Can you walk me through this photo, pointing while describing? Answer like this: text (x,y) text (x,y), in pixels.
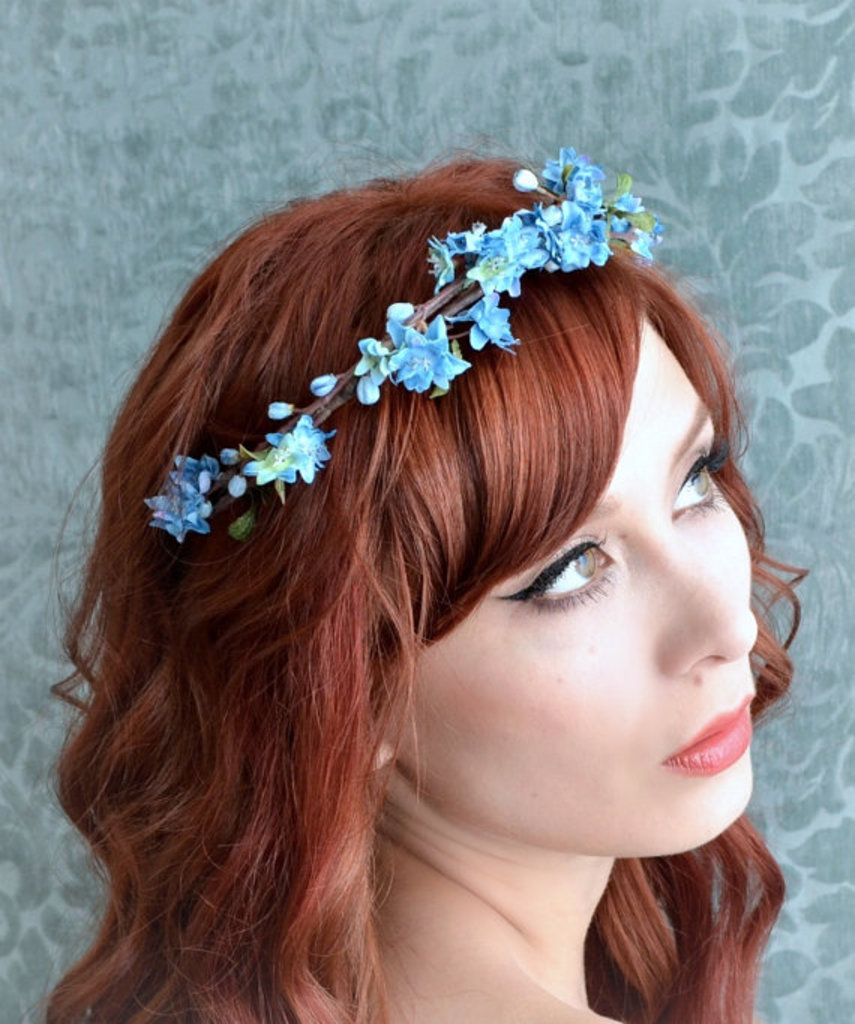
In this picture we can see a woman (654,675) with red hair (93,1021), wearing a floral headgear (537,254) and looking at someone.
